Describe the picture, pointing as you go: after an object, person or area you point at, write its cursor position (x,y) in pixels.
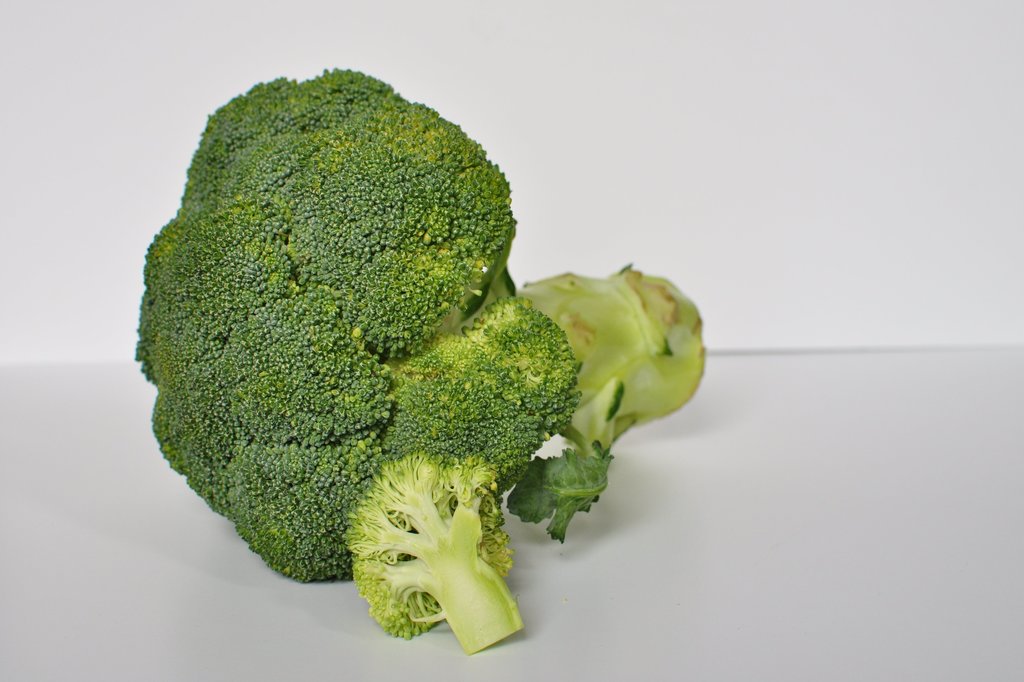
In this image I can see the broccoli (532,346) in green color. Background (564,182) is in white color.
